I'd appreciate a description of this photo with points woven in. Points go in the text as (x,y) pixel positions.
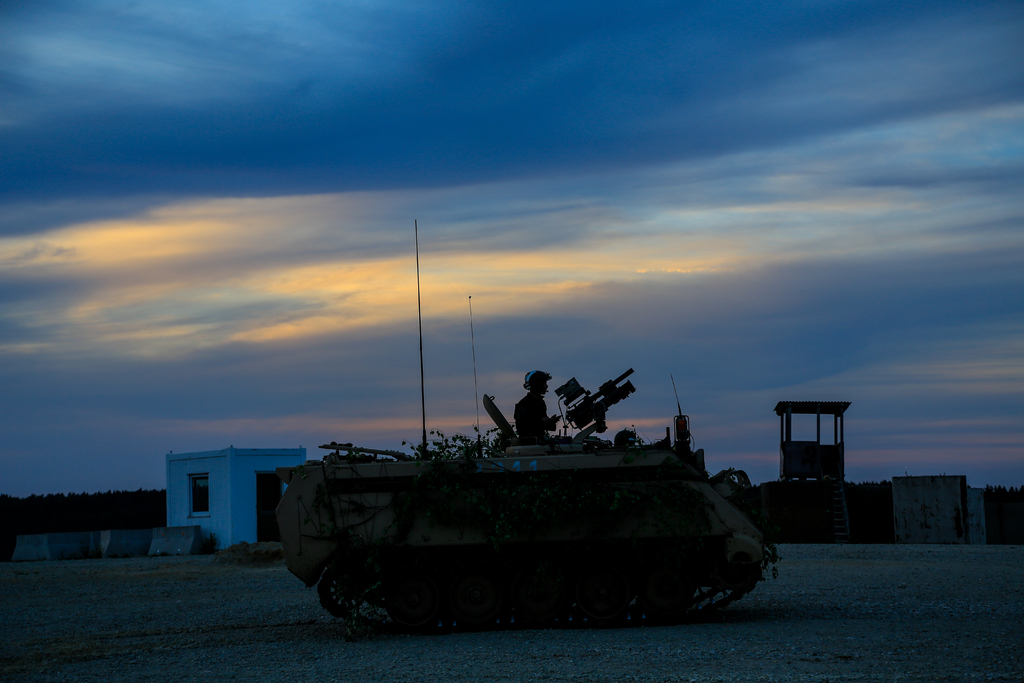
In the foreground of the image (639,586) we can see a person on a vehicle (489,469) with poles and a gun (598,418) is parked on the ground (633,666). In the background (251,518), we can see a building (243,508) with window (209,501), door (258,489), a shed (785,472) and a container (916,533) placed on the ground (649,664), groups of trees (887,525) and the cloudy sky (541,282).
